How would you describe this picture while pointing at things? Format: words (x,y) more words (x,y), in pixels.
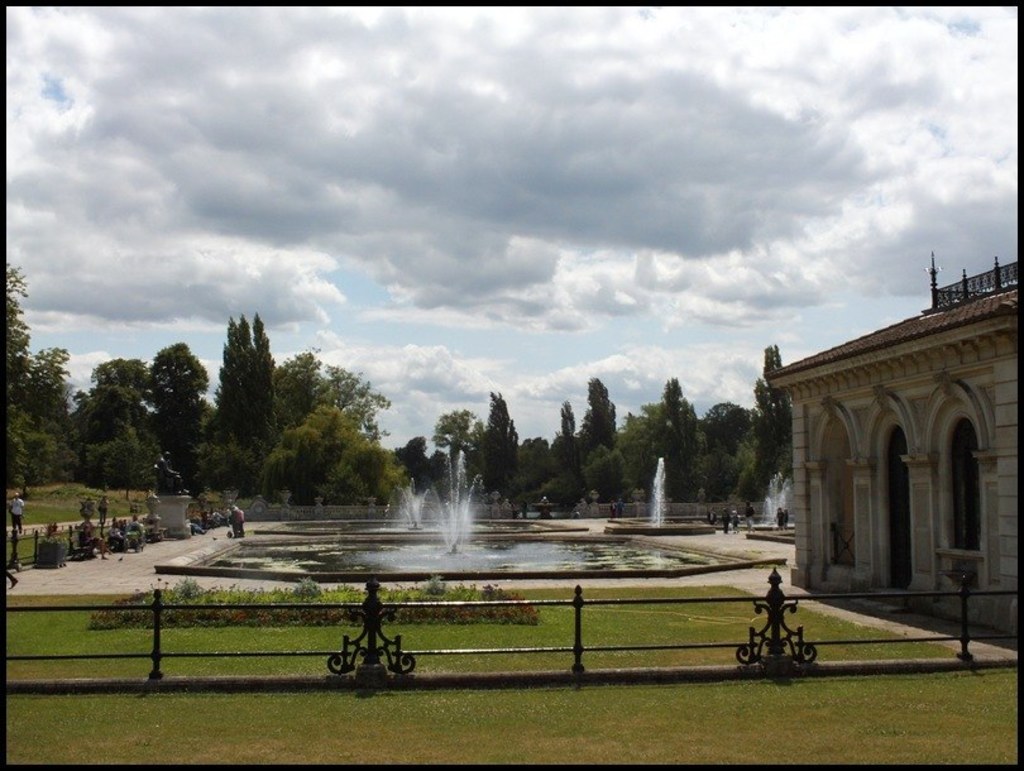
On the ground (595,712) there is grass (413,636). Also there is a railing (782,625). In the back (461,540) there are fountains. Also there is water (657,564). On the right side (856,463) there is a building (862,444) with arches (875,444). In the background (495,434) there are trees (299,435) and sky (420,247) with clouds (423,244). On the left side (86,542) there are few people (210,526).
